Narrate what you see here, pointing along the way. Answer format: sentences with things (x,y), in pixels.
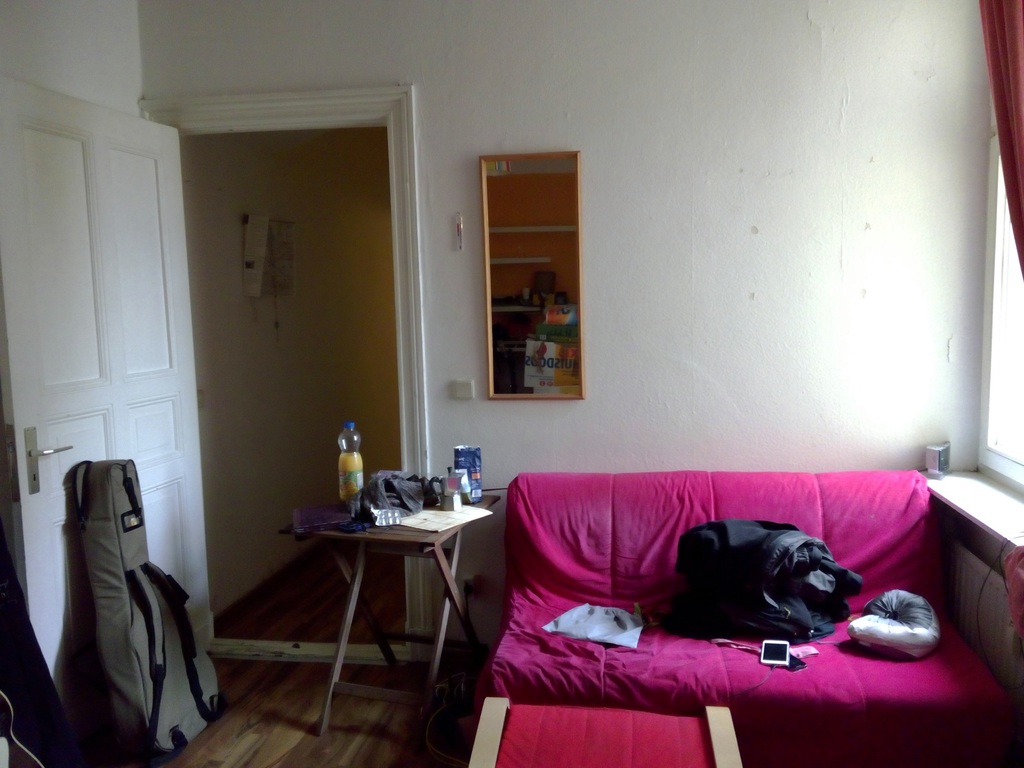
The image is clicked inside a room (62,517). To the right (843,663), there is a sofa (737,679), on which a glove (900,626) and mobile (765,649), jacket (671,611), and a cloth (607,634) are kept. In the background (236,99) there is a door (39,272), wall (620,254) and a mirror (514,289). To the left (138,646), there is a guitar bag (126,654). In the middle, there is a small table (335,674).
